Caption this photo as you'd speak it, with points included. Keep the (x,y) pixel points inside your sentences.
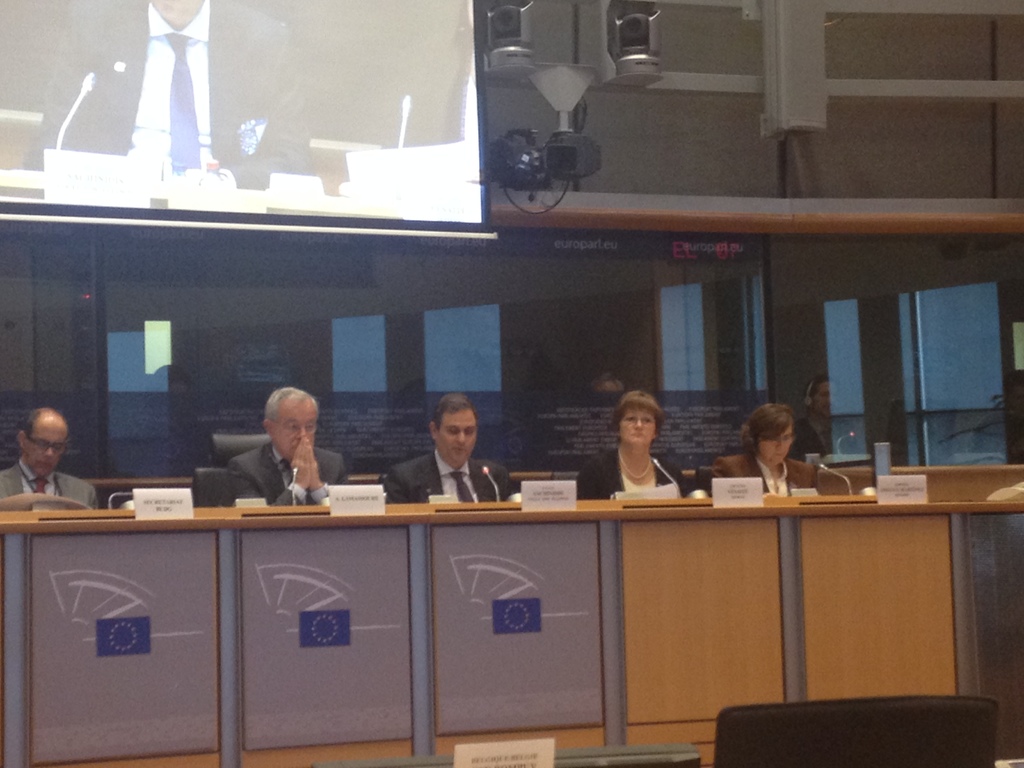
This image is taken indoors. At the bottom of the image (744,721) there is an empty chair (834,737). In the middle of the image (540,488) there is a table (200,547) with a few things (644,489) on it and three men (420,471) and two women (639,444) are sitting on the chairs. In the background (506,348) there is a wall (870,341) with windows (671,320). At the top of the image (618,64) there are cameras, a speaker box (798,26) and a projector screen (321,126).
